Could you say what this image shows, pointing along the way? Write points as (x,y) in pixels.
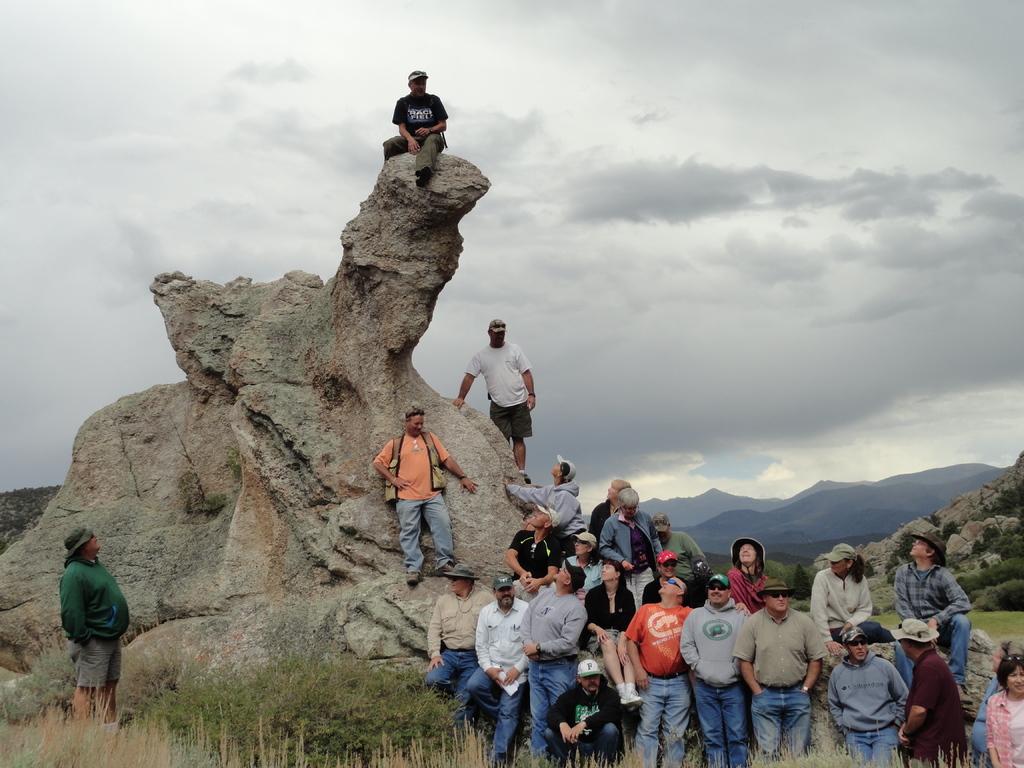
In this image, there are a few people (609,565), hills (1000,531) and rocks (211,589). We can see the ground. We can see some grass (455,754), plants (1001,506). We can also see the sky (852,75) with clouds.
